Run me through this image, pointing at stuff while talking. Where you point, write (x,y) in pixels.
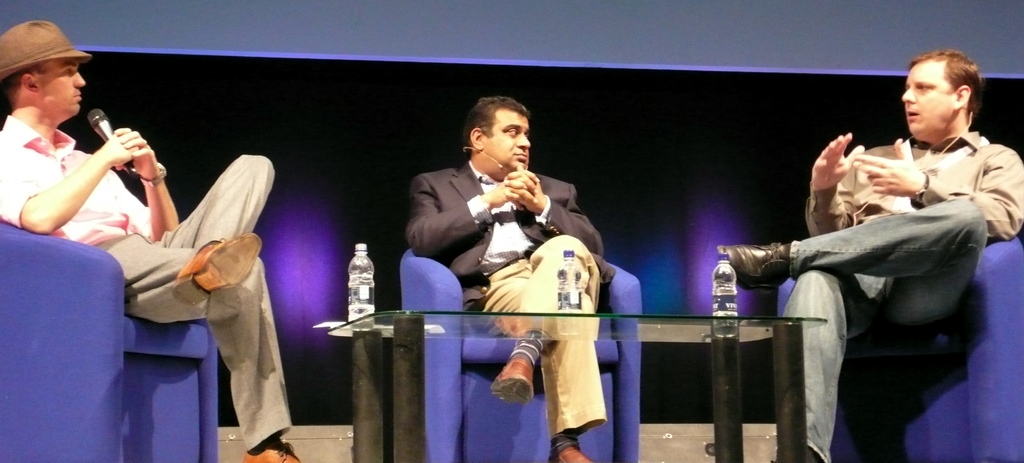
In this image we can see people (932,210) sitting on the chairs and we can also see bottles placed on the glass object (417,413).
